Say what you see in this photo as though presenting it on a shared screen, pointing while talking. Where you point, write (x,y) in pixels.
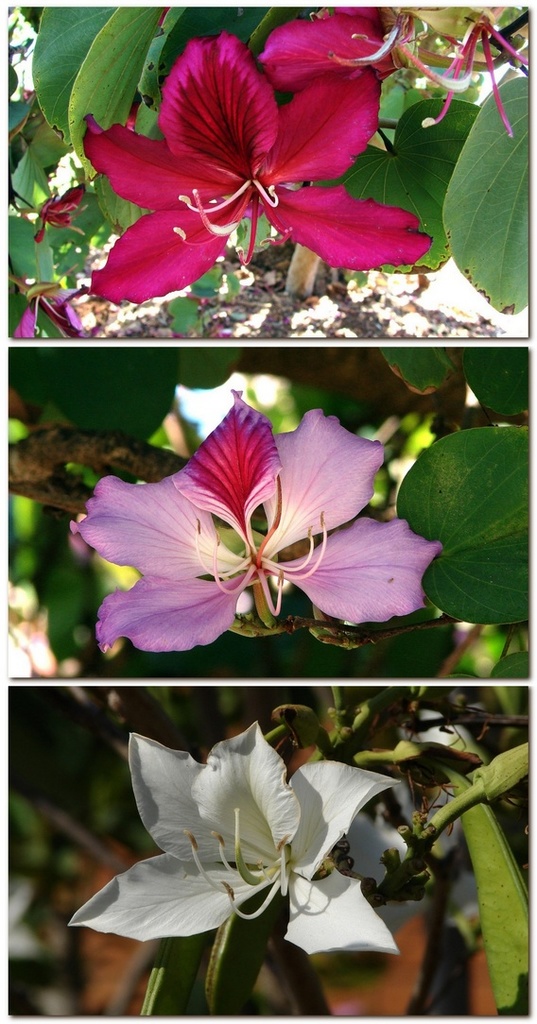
This is a collage. In this three images there are flowers (304,136) with different colors on a plant (243,368).
